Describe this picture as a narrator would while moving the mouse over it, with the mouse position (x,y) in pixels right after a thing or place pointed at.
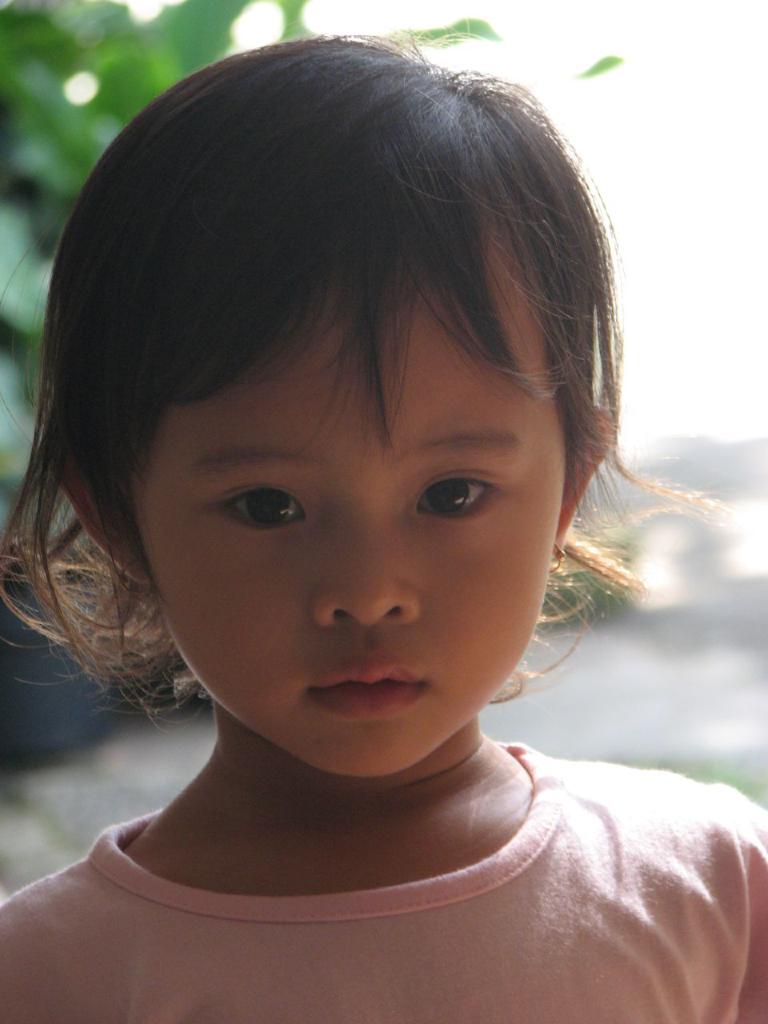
In this image I can see the person (391,700) is wearing peach color dress (563,867). Background (690,270) is blurred.
